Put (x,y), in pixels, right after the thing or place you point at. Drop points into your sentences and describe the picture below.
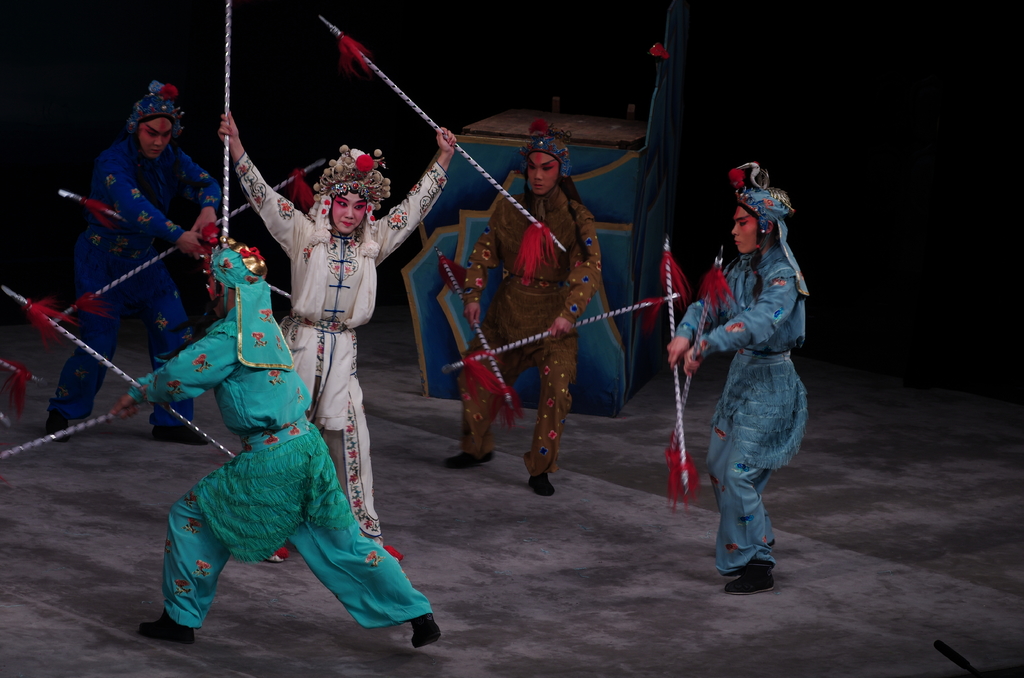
In this image there are a few people (329,383) holding sticks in their hands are dressed up differently are performing a play, behind them there is a wooden structure (618,145).
